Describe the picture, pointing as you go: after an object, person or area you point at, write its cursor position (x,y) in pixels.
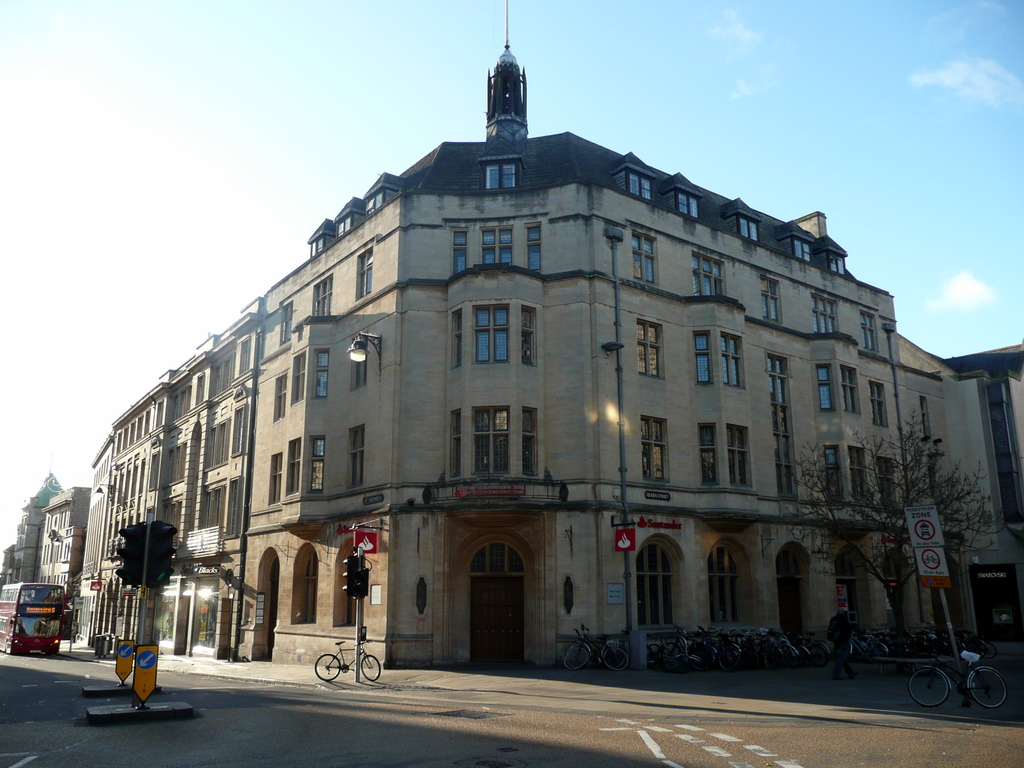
This image consists of a building (449,513) in the middle (469,353). It has windows (237,497) and doors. There is sky (544,111) at the top (790,86). There is a bus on the left side (6,601). There are bikes (975,655) at the bottom (1005,686). There is a tree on the right side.
